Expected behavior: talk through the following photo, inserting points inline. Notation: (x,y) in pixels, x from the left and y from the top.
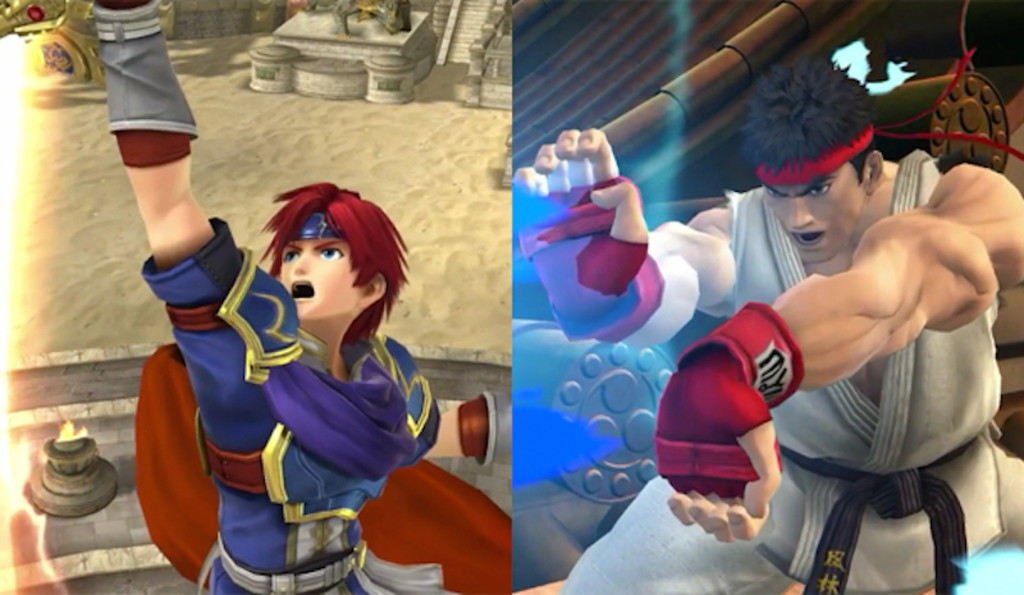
In this image we can see a collage of two action figures (157,512). In the background (230,25) we can see building (714,88) and statue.
